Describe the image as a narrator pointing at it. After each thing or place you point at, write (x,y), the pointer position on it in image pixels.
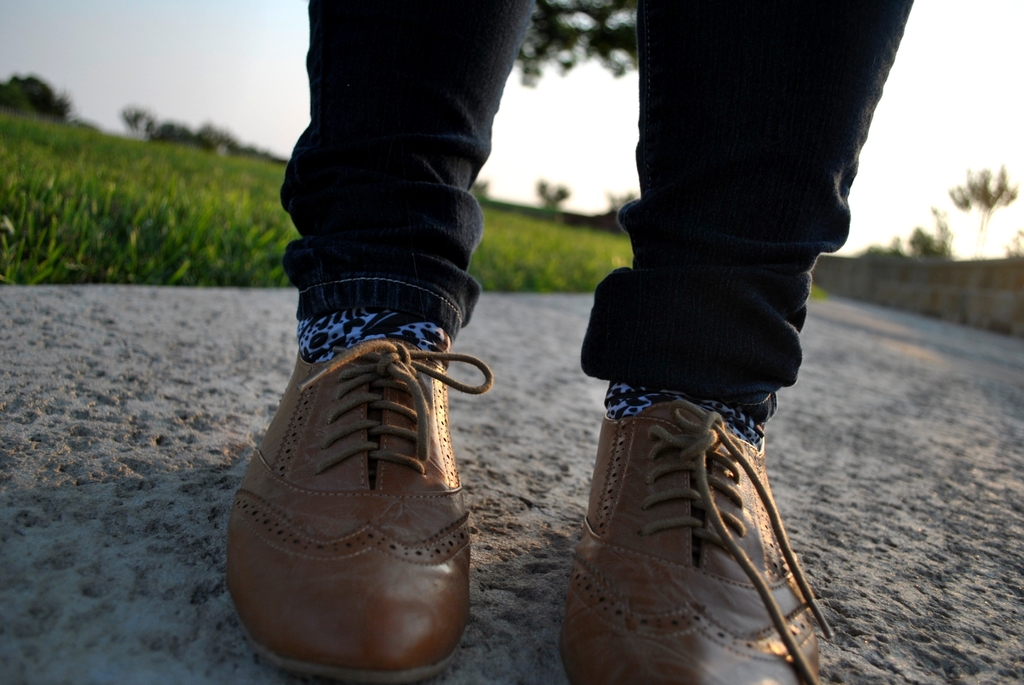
In this image I can see a person's legs (404,219) wearing shoes (582,568) and this person (714,359) is standing on the ground (893,507). On the left side (118,196), I can see the grass (219,234). On the right side (931,296) there is a wall (919,289). In the background (27,93) there are many trees (136,118). At the top of the image (942,64) I can see the sky (168,60).
